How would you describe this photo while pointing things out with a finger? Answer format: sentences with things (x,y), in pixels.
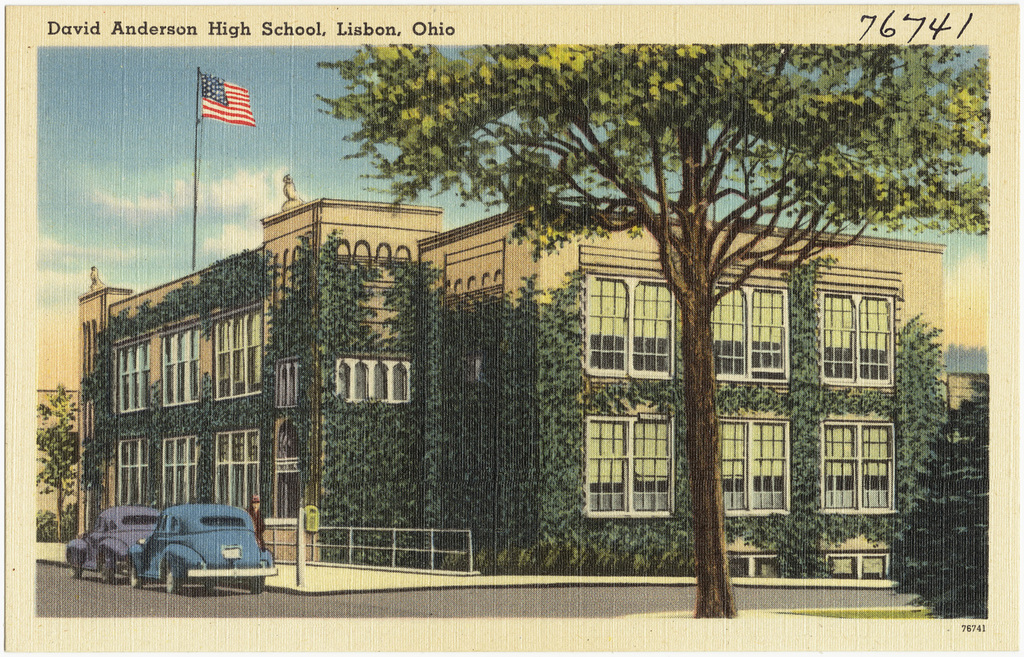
In this picture we can see a poster (670,519), here we can see a person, vehicles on the road (448,611) and in the background (670,356) we can see a building (632,434), flag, trees (686,264), sky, at the top (295,24) we can see some text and some numbers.
